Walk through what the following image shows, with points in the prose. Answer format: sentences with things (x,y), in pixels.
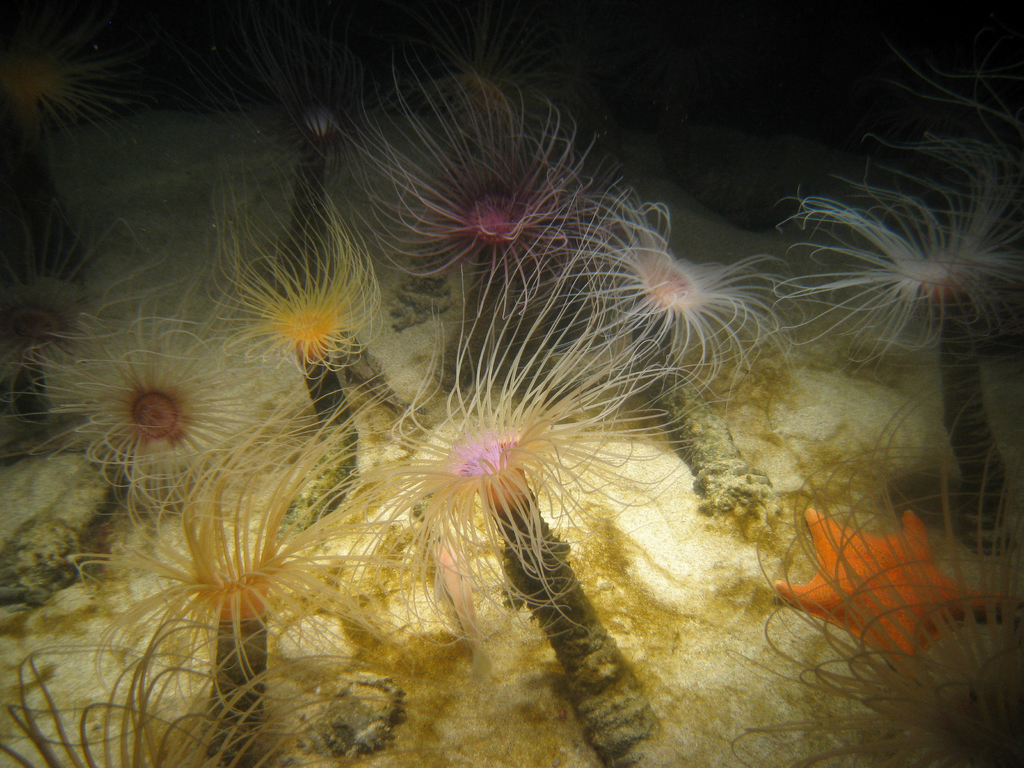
In this picture we can observe some water bodies (394,465). There is a star fish (840,584) on the right side (865,563) which is in orange color. We can observe some water (321,558). There are different colors of flowers (273,425) in the water (467,238).
